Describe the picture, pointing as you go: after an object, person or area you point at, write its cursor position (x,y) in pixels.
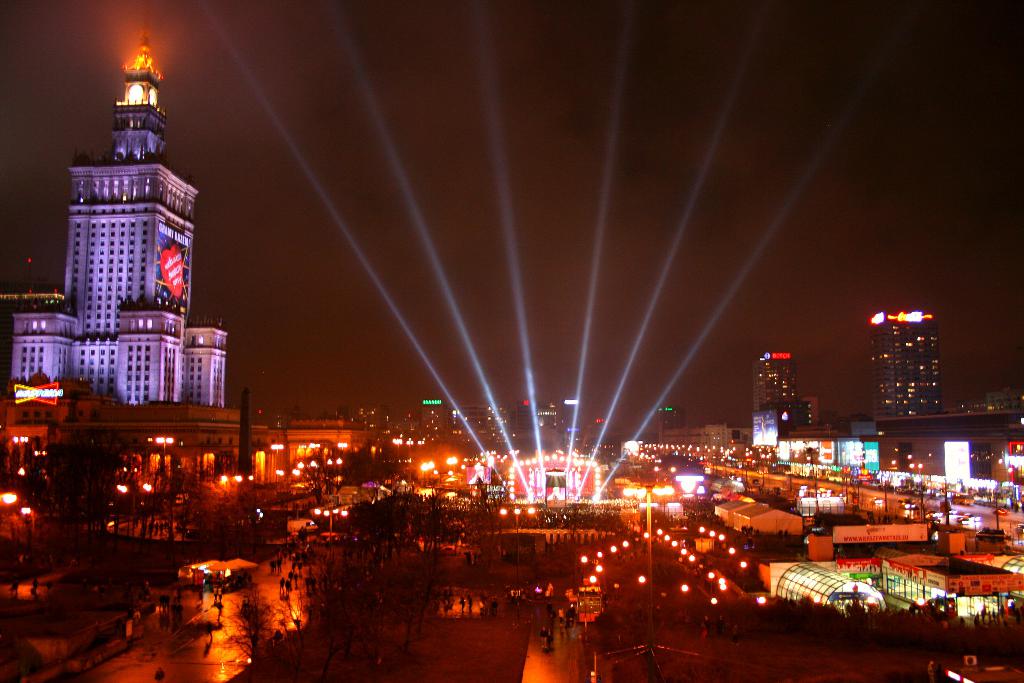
This picture is clicked outside. In the foreground (248,632) we can see the group of people (210,589) and we can see the lights (530,460), buildings (180,473), trees (387,534), skyscrapers (161,125), sky (402,274) and many other objects (485,483).
